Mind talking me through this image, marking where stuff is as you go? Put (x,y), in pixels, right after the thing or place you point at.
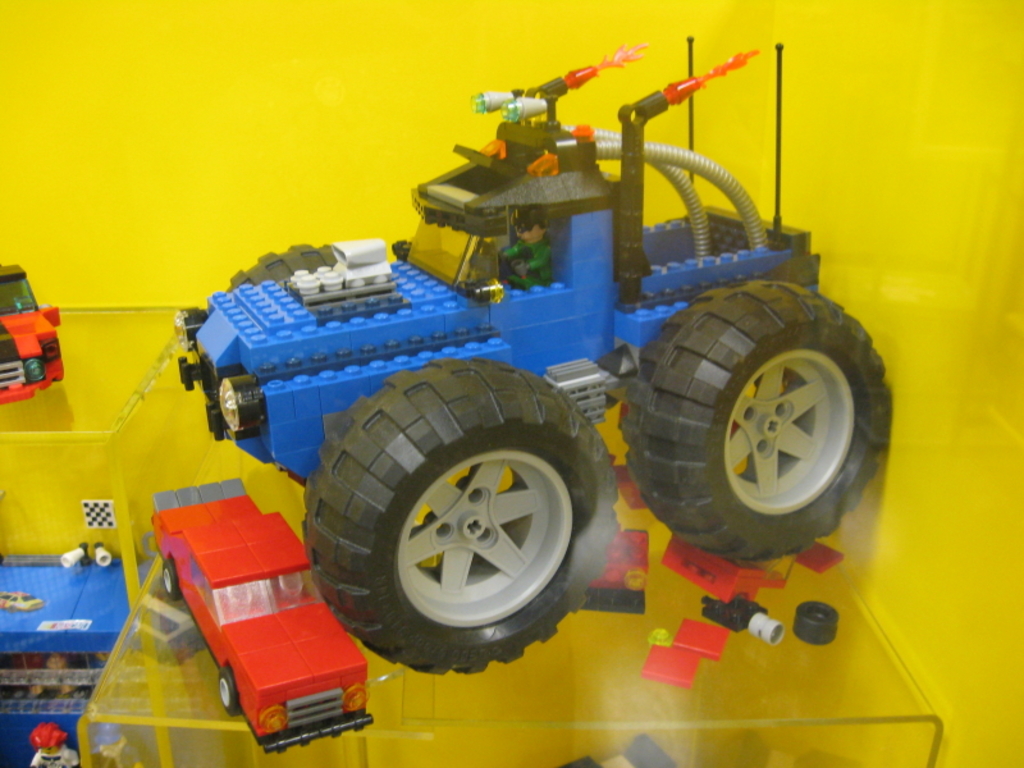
In this image, we can see toy cars (287,450) on glass tables (235,476).
